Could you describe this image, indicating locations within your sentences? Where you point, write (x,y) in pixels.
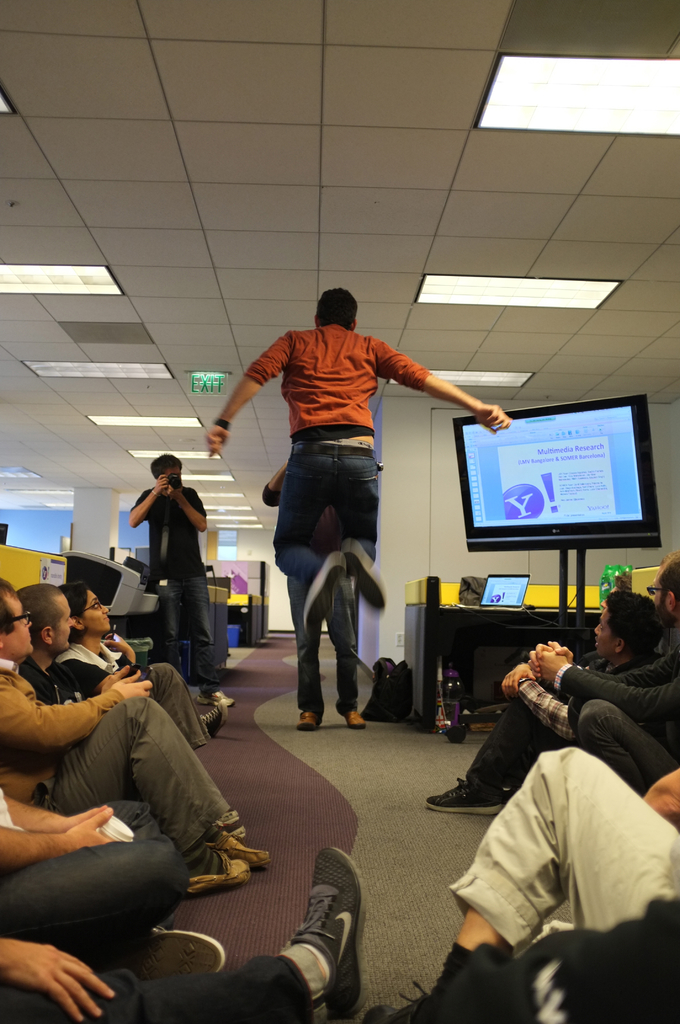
The picture is taken in a room (76,381) or an office (280,819). In the foreground of the picture (132,718) there are people (614,638) sitting. In the center of the picture (348,468) there is a man (348,403) jumping. On the right (573,479) there is a television (524,511), a laptop (489,588) and a desk (465,612). On the left (184,531) there is a person (184,530) holding a camera (170,484). At the top (119,265) that is ceiling (170,265) with lights (541,301). In the background (262,582) there are desks (263,613).
